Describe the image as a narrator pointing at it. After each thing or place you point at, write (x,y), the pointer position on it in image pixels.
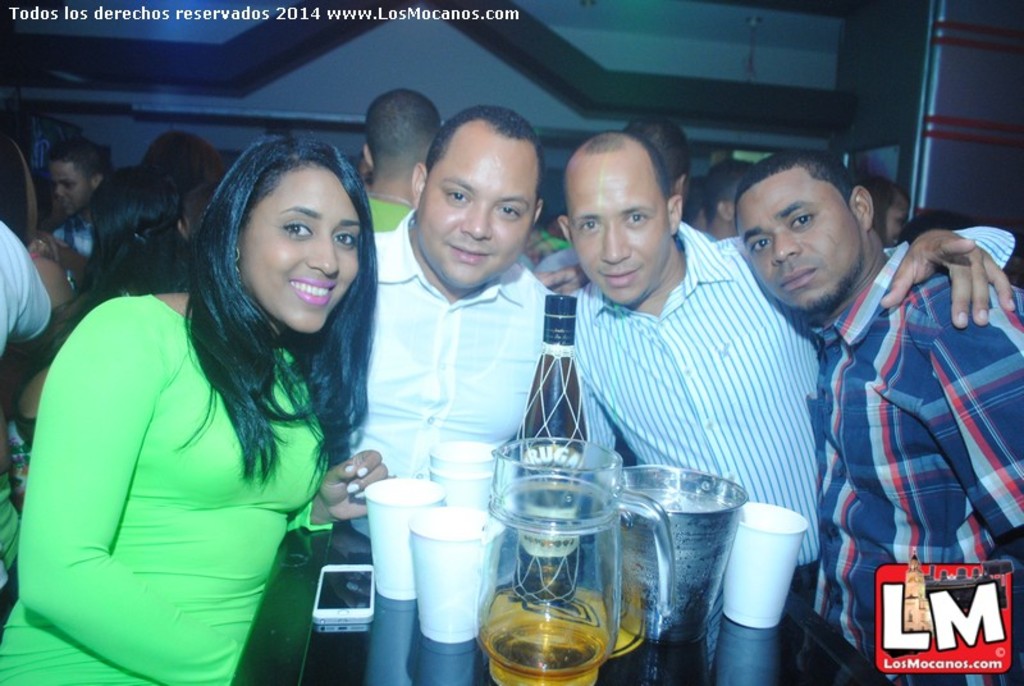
In this image we can see people (577,258) standing. There is a table (724,625) and we can see a jug (556,616), glasses (419,495), can (700,609) and a mobile (366,586) placed on the table (649,676). In the background (142,282) there are people (413,134) and a wall (362,103).
